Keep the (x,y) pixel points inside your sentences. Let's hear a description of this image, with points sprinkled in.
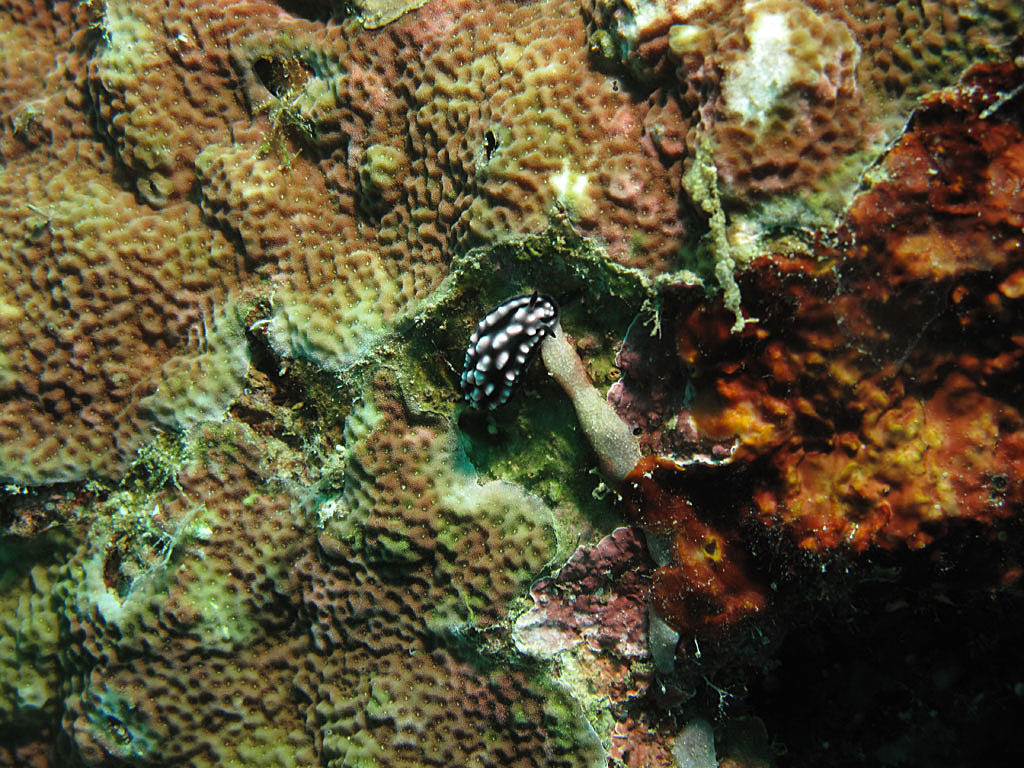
It seems like an underwater land (810,289) where we can see an animal (501,374).
